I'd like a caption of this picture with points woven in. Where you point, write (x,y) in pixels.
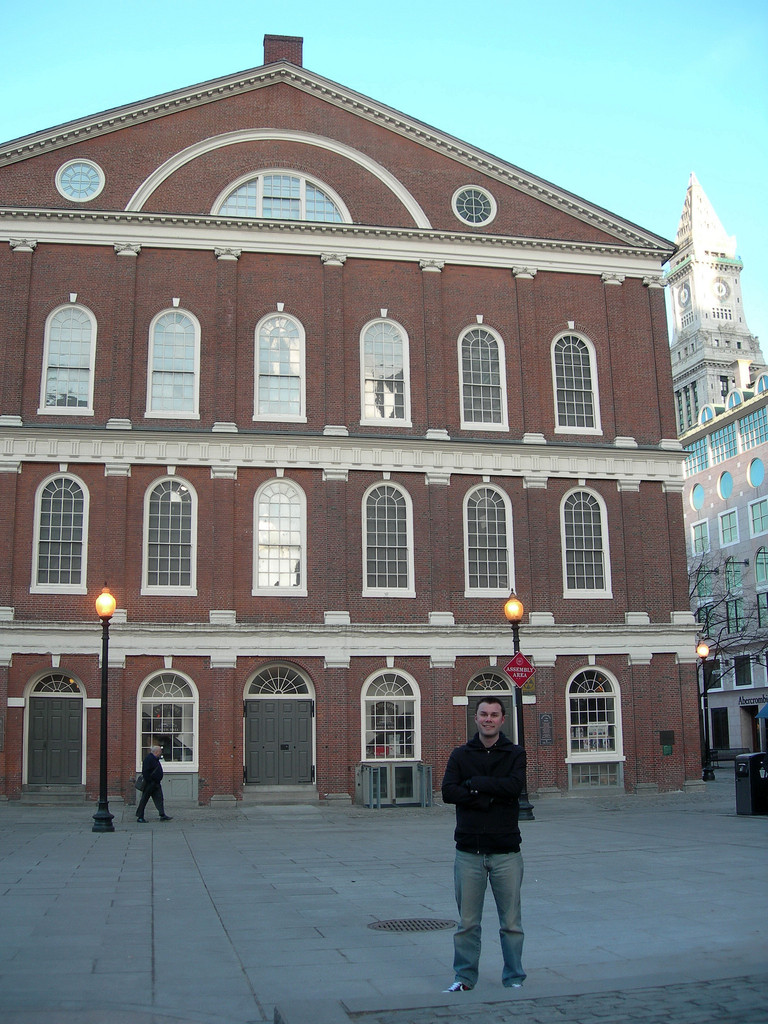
At the bottom of the image (475,860), we can see a person (477,844) is standing on a path (443,880) and smiling. Background (178,818) we can see a person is walking through the walkway (168,810). Here we can see light poles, board (525,683), buildings (443,646), walls (406,652), windows (190,745), doors (39,769), stairs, tree (719,638) and dustbin (743,796). Top of the image (475,103), we can see the sky (424,89).
